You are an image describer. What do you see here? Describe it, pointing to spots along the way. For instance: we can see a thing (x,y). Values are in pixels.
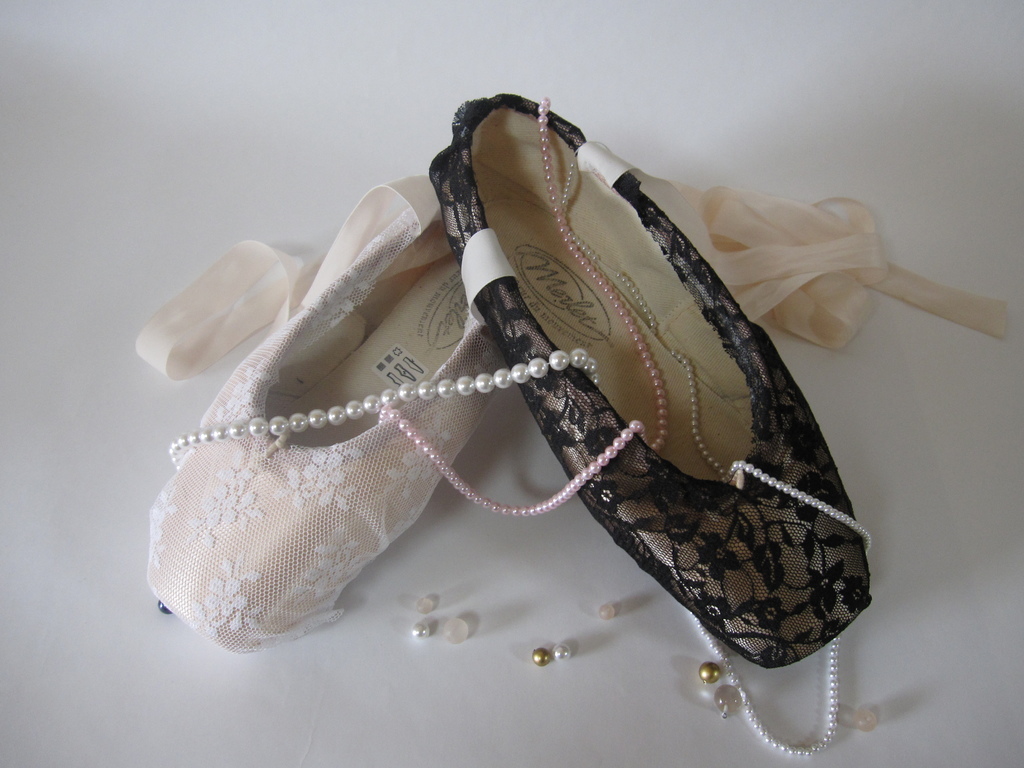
In the picture there are two different shoes (520,346) of a woman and on the shoes (385,448) there are pearl chains (707,459) and ribbons (284,306) beside the shoes (512,316).
